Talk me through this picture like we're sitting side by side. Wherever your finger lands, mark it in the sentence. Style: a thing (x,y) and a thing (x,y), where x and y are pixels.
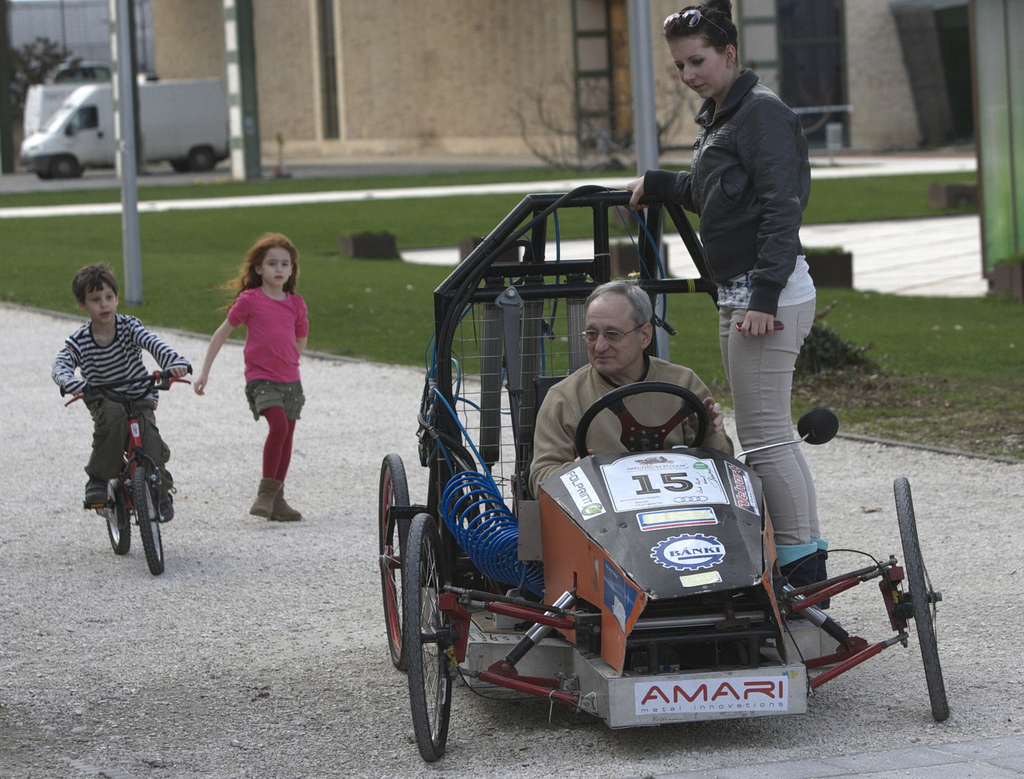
In this image we can see two persons (625,304) and two children (290,319) on the road (195,573) and the person (575,430) is riding a vehicle (583,487) and a children (105,402) is riding a bicycle (137,512). At the background (379,115) there is a building (417,86) and the van (89,147) is moving on the road (30,183).
